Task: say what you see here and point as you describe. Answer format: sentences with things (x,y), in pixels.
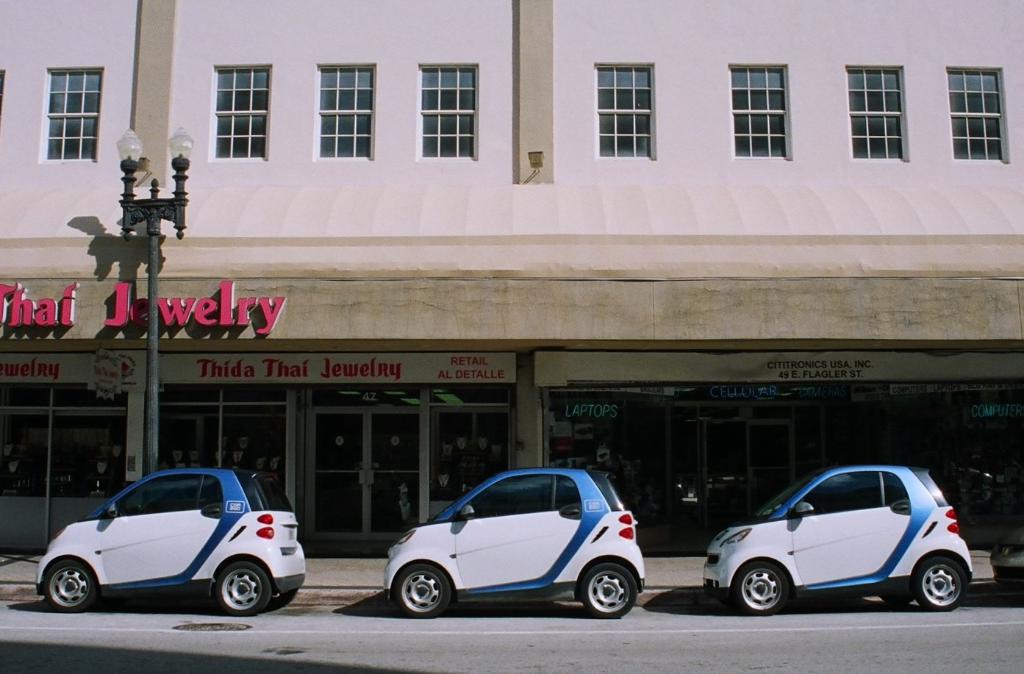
In this picture I can see vehicles (56,544) on the road (838,614), there is a building (991,392), there are boards (1,377), lights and a pole (154,342).
